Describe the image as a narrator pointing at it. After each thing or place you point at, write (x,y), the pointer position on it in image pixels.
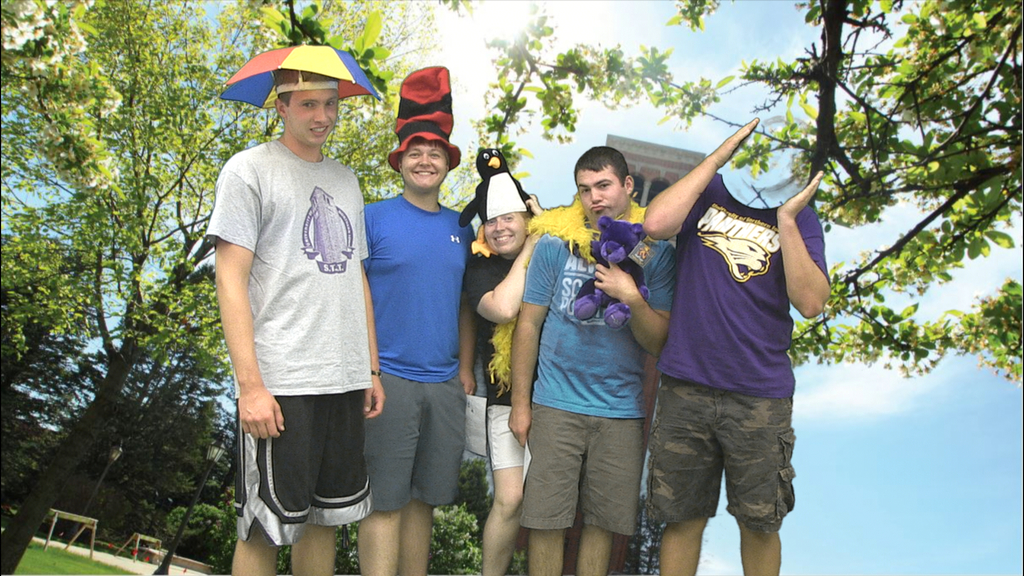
This is an edited picture, I can see few people (547,262) standing and couple of them wore caps (491,162) on their heads (431,149) and a man (333,222) wore small umbrella (293,65) to his head (309,107) and another man (613,334) holding a soft toy (598,240) and I can see trees (270,36) and a blue cloudy Sky (1023,548) and a pole light (171,556).
